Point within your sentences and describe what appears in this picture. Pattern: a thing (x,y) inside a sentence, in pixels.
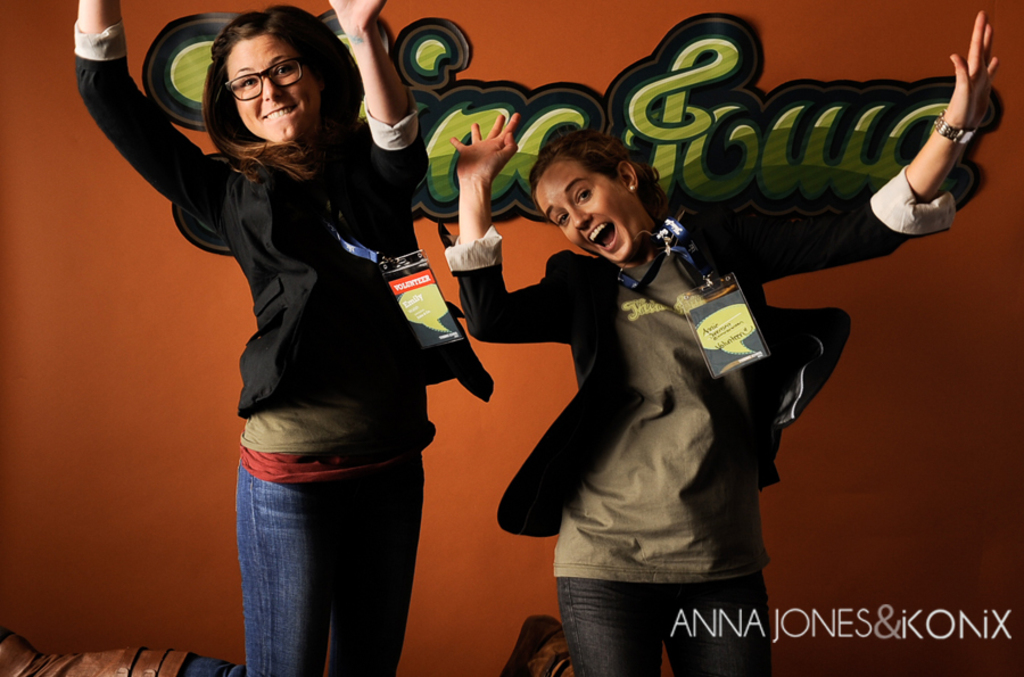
In the center of the image (508,317) we can see women (370,518). In the background (207,251) there is wall (98,168).
